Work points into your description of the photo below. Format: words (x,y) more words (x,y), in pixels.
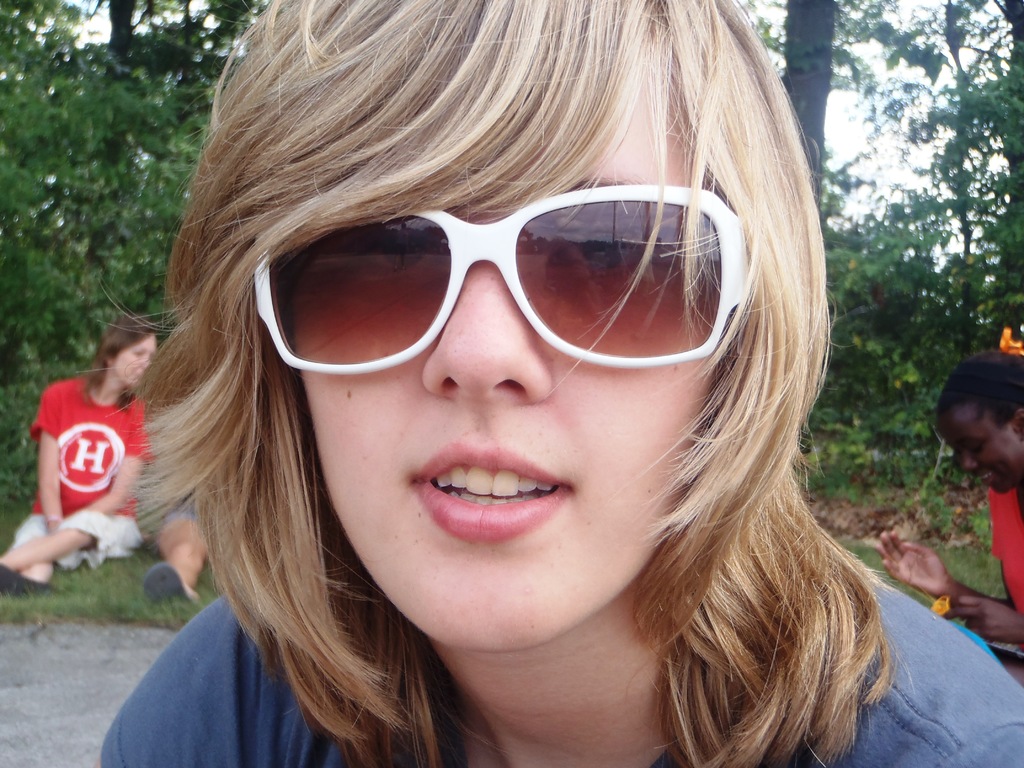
In this picture we can see a woman (244,503) wore goggles (734,235) and smiling and at the back of her we can see trees (52,213) and some people (1001,478) sitting on the grass (58,570) and in the background (867,154) we can see the sky (840,158).
